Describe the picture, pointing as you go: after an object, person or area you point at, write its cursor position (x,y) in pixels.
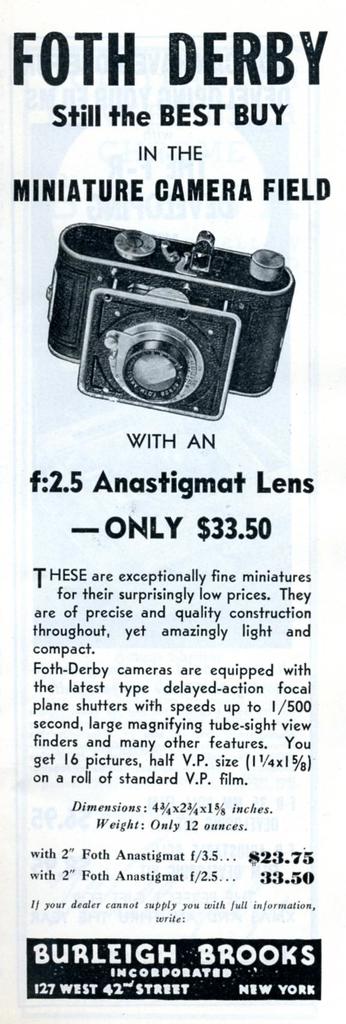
This image consists of a poster (147,182). On this poster (167,846), I can see some text (210,807) and an image of a camera (136,353).
